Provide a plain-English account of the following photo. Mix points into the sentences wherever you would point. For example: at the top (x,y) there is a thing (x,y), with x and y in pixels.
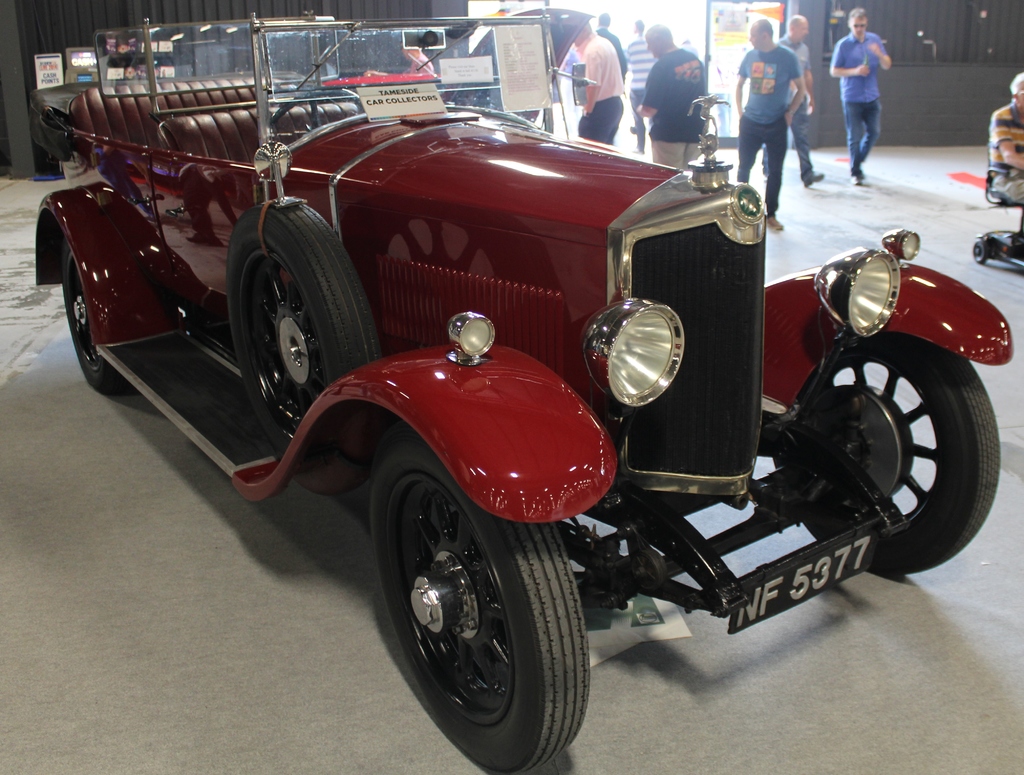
This image is taken indoors. At the bottom of the image (183,684) there is a floor (190,713). In the middle of the image (447,280) a vintage (407,276) car is parked on the floor (715,666). The car (561,403) is red in color. In the background (214,9) there is a wall (992,105). There are a few boards (523,74) with text (399,93) on them. A few people (639,81) are walking on the floor (874,152) and a few (796,105) are standing and there is another car (566,33) parked on the floor (904,186). On the right side of the image (1019,146) a man (1007,161) is sitting on the scooter (988,196).
